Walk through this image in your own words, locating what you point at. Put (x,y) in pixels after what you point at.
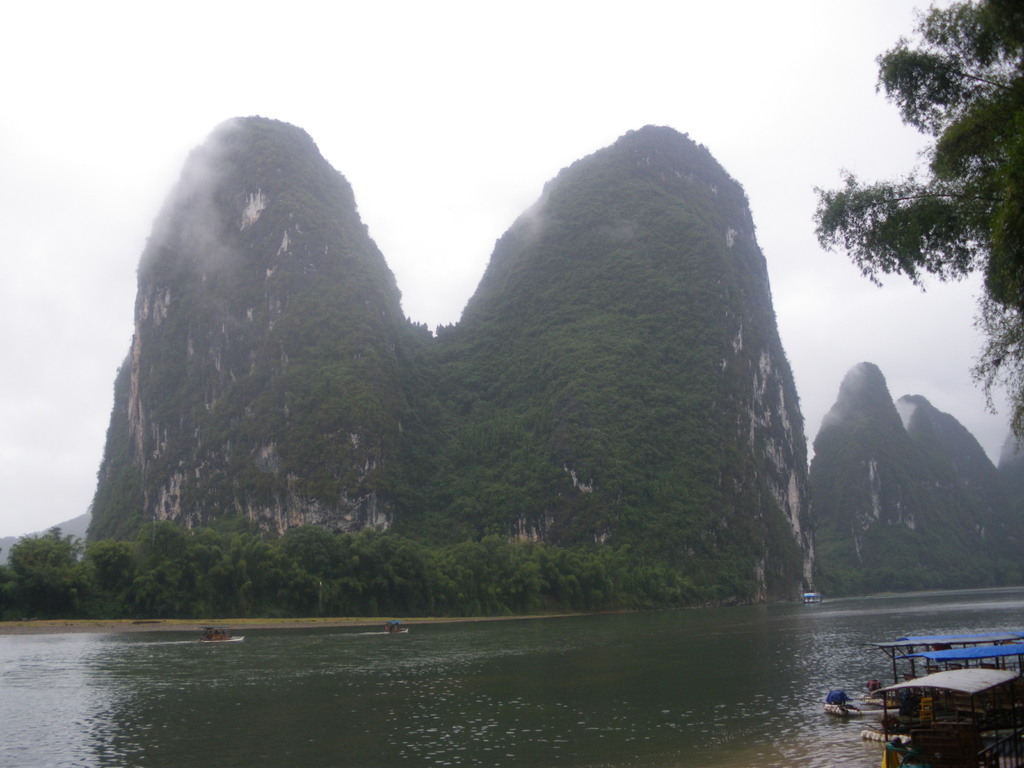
In the foreground of the image (466,648) we can see water body (429,695) and boats (1008,713). In the middle of the image (537,385) we can see the trees (557,595) and hills (528,430). On the top of the image (655,106) we can see the sky (564,99).
